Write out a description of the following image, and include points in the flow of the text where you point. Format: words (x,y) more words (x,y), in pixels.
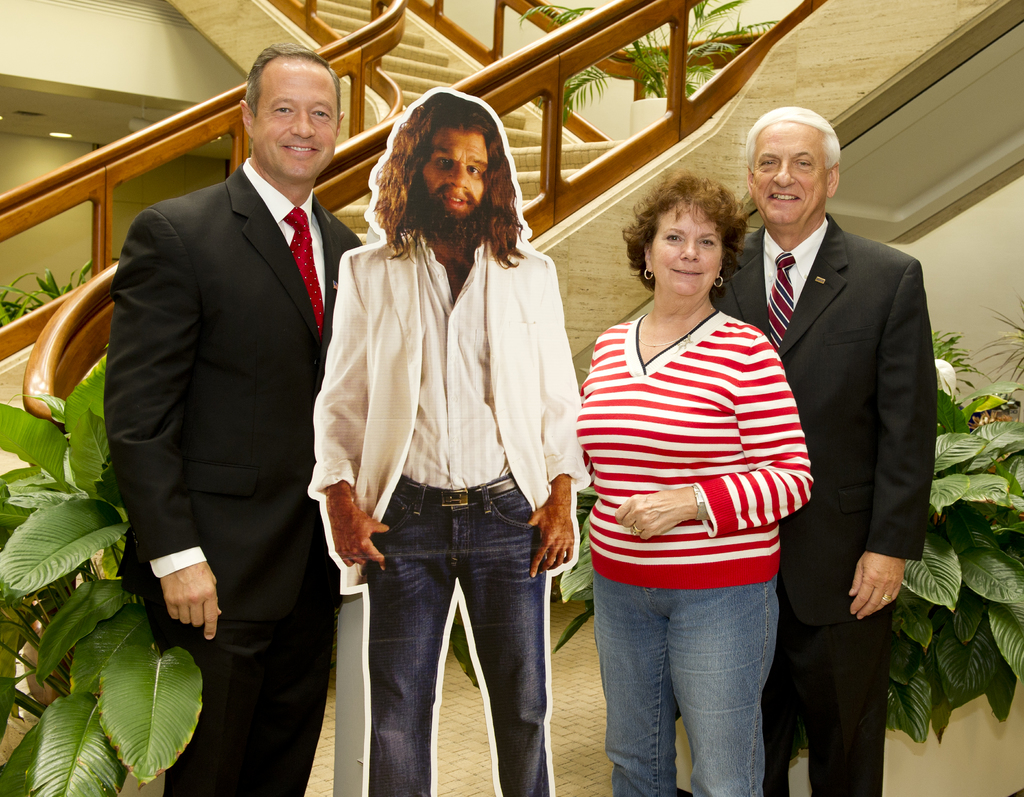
In this image we can see group of people (860,362) standing one person (301,335) is wearing a black coat (262,275) with red tie (301,262). In the background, we can see a group of plants (926,544) and staircase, lights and a photo (450,318) of a person (406,595).
